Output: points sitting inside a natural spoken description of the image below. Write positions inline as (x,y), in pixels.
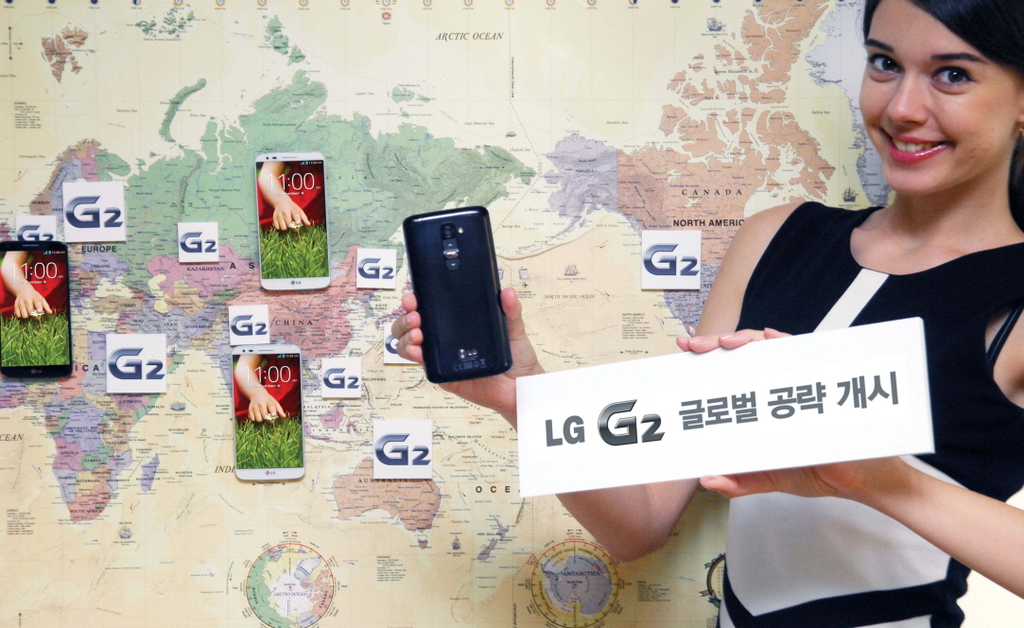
There is a woman (952,69) standing in front of map (452,419) and holding a mobile phone (500,364) and LG sticker (923,405). Behind her there are mobile phones (260,176) and stickers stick on wall (125,449).
